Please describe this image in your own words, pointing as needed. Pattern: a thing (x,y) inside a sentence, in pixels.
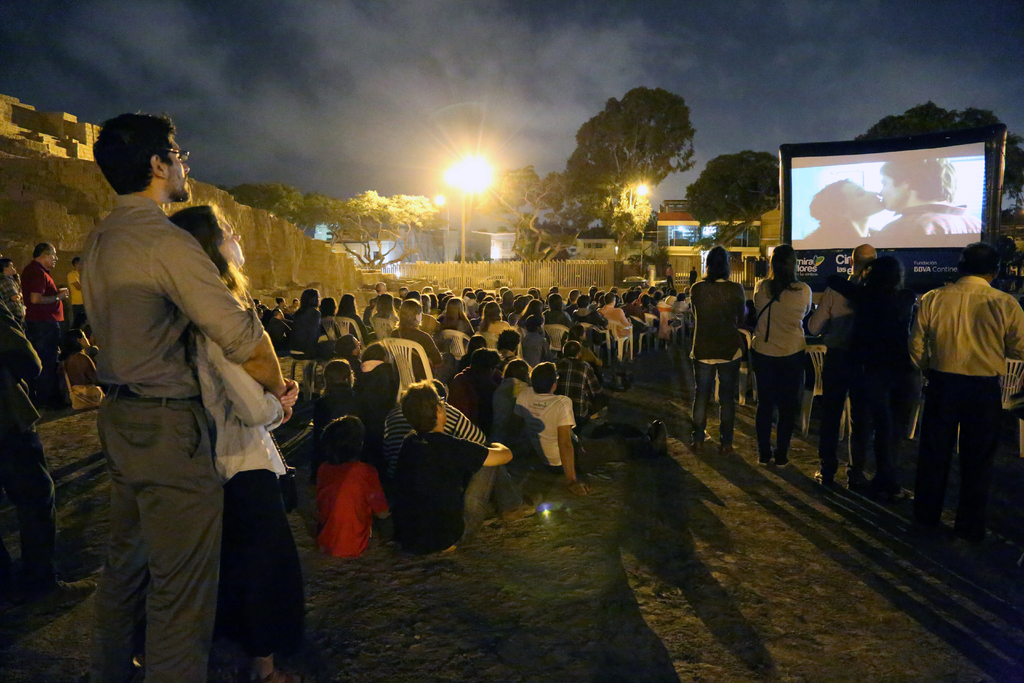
In the foreground (548,397), I can see a group of people (706,404) are sitting on the chairs (331,337) and a few of them are standing on grass (738,520) in front of a screen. In the background (522,280), I can see a fence (459,272), a wall (289,232), trees (345,206), lights (475,192), buildings (432,255) and the sky (443,156). This image is taken, maybe during the night.
